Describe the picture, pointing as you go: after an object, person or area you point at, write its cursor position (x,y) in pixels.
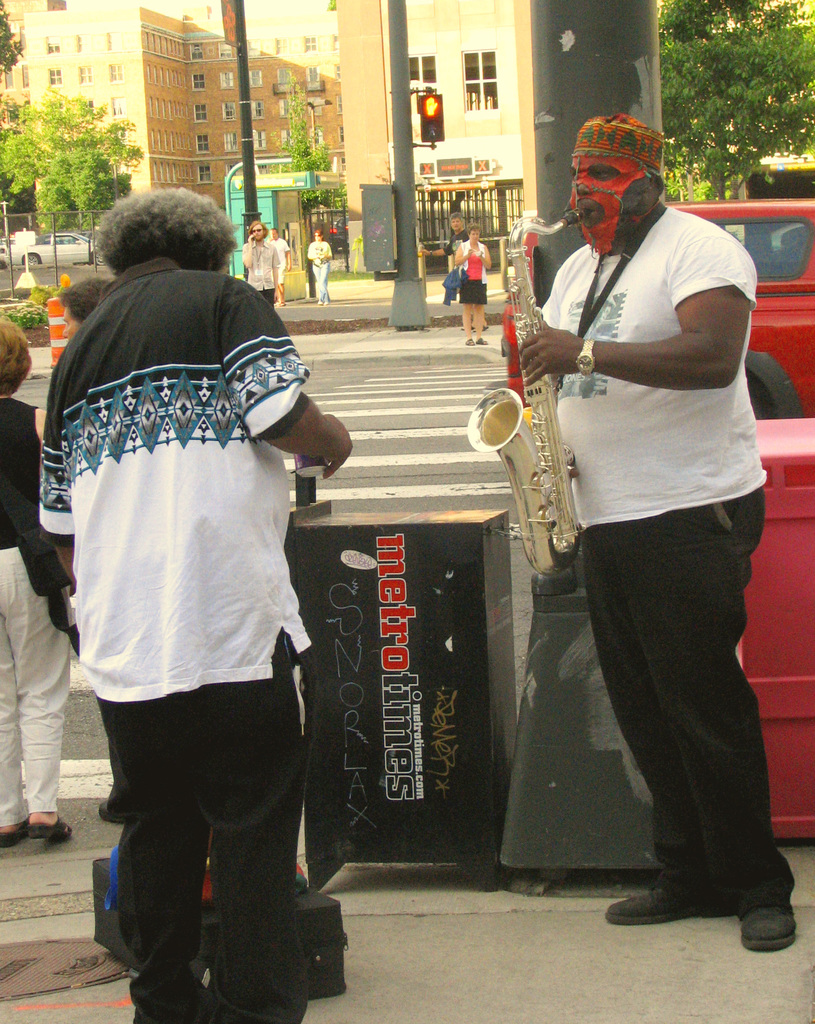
In this image we can see some persons (133,736) standing and a person (662,367) wearing white color T-shirt (642,405) playing saxophone (555,464) and in the background of the image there are some persons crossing road (386,382), there are some trees (736,128), poles (559,45), signs (430,110) and houses (322,112).
